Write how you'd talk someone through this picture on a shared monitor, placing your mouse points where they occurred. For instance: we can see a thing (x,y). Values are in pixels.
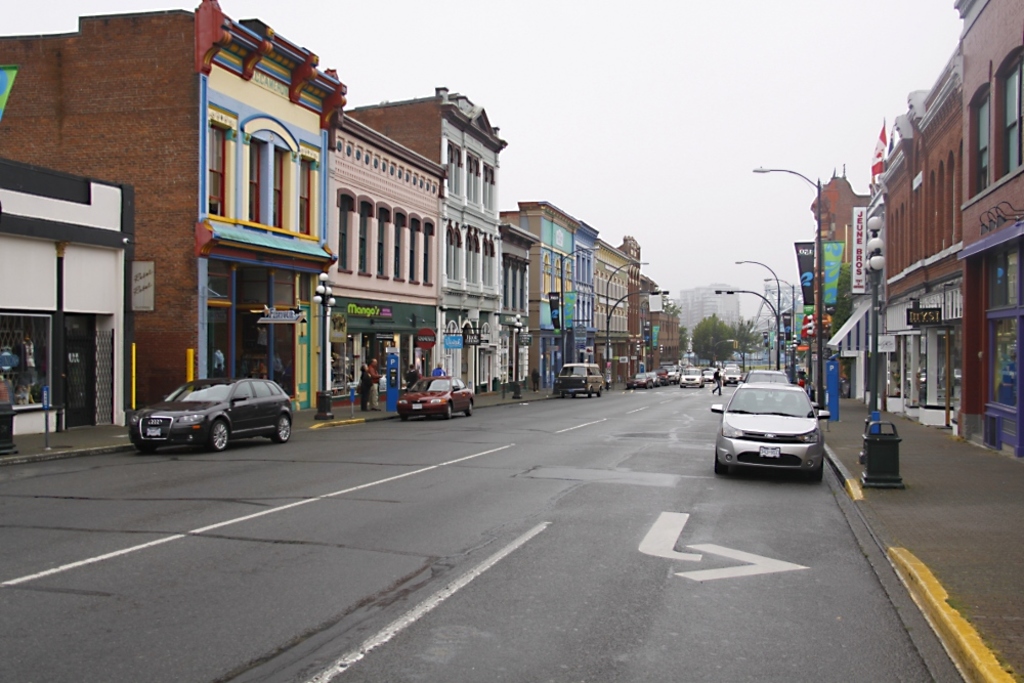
There is a road (518,420). On the road (487,412) there are vehicles (253,406). On the sides of the road (826,467) there are sidewalks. On the sidewalks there are street light poles (819,298). Also there are buildings (328,232) with name boards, pillars (318,204). In the background (701,334) there are trees (701,334) and sky (698,166).
